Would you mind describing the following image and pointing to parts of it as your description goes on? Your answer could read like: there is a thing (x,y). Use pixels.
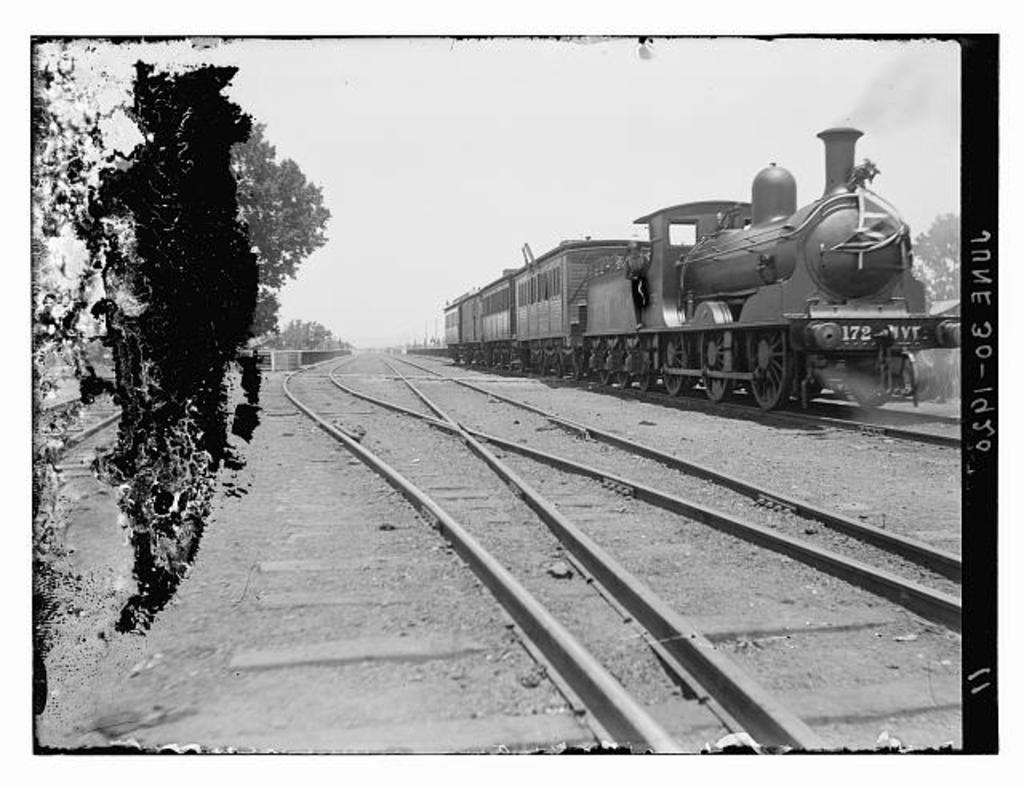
This is a black and white image in this image on the right side (795,285) there is a train (676,316), at the bottom (884,539) there is a railway track (76,427) and on the left side (254,157) there are some trees (315,201). And on the right side of the image (980,368) there is some text (977,273).
